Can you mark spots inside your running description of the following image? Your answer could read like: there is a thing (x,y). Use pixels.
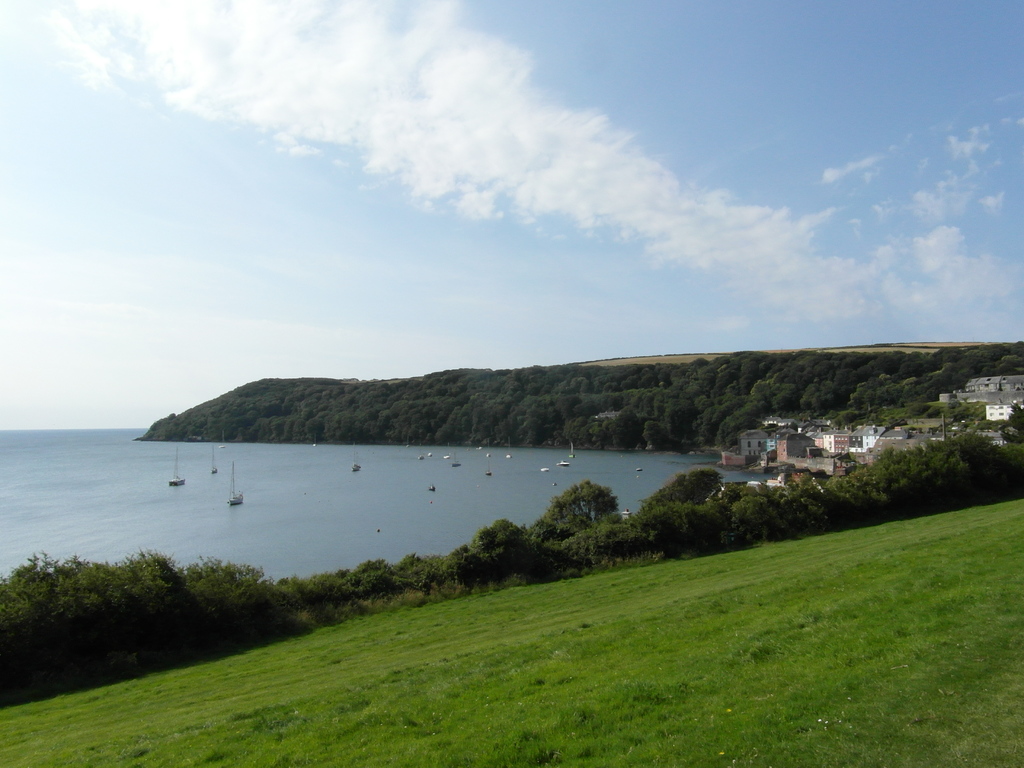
In this image, we can see some grass (927,558) on the ground (613,679). There are some plants (368,593) and trees (492,543) in the middle of the image (666,506). There are boats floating on the water (331,501) beside the hill (450,398). There are some buildings (862,431) on the right side of the image (758,449). There are clouds (682,193) in the sky (709,224).
